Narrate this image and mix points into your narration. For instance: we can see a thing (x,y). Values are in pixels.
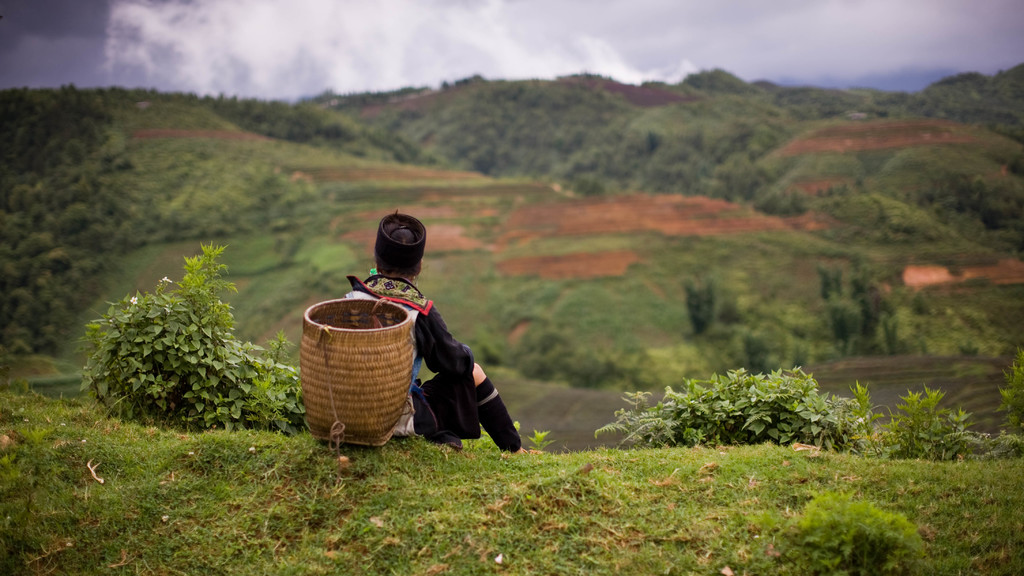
This picture is full of greenery (801,382). In Front of the picture we can see green grass (477,505). Here a person (397,289) is sitting carrying a basket (365,358) and a person (415,244) wore a black cap (415,241). On the background of the picture (398,35) we can see sky (204,31) with clouds (626,24). Aside to this person (445,383) there are few plants (775,416).
